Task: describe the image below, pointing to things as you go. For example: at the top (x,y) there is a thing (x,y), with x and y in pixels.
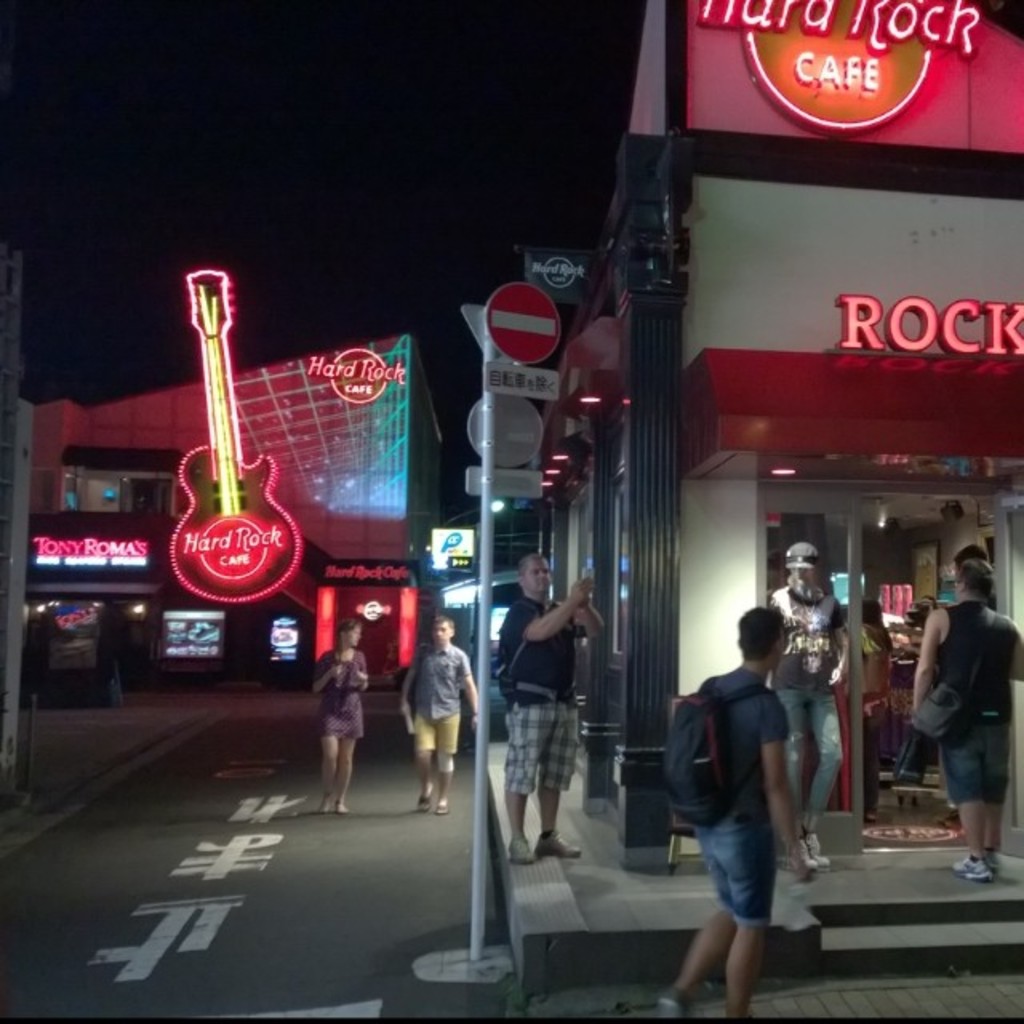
In this image we can see some buildings (618,746) with sign boards (216,565). In that a building (383,683) has the structure (187,576) of a guitar (213,552) with some lights (222,542) to it. We can also see the pathway (248,897), a group of people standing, a sign board (500,419) to a pole (480,931), a mannequin (801,839) with a dress (790,767) and the sky (153,320).
